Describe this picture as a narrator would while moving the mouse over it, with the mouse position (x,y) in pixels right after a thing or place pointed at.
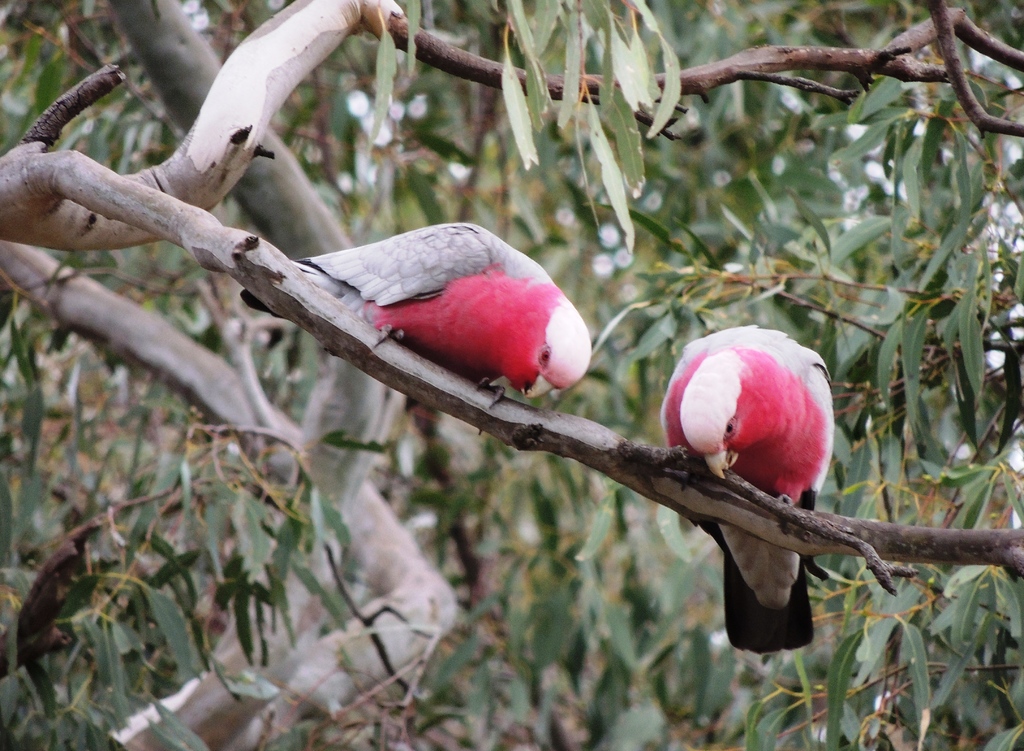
In the middle of this image (462,259), there are two birds (499,269) in white, pink and gray color combination, standing on a branch (588,448) of a tree (183,217), which is having green color leaves (254,516). And the background (685,653) is blurred.
